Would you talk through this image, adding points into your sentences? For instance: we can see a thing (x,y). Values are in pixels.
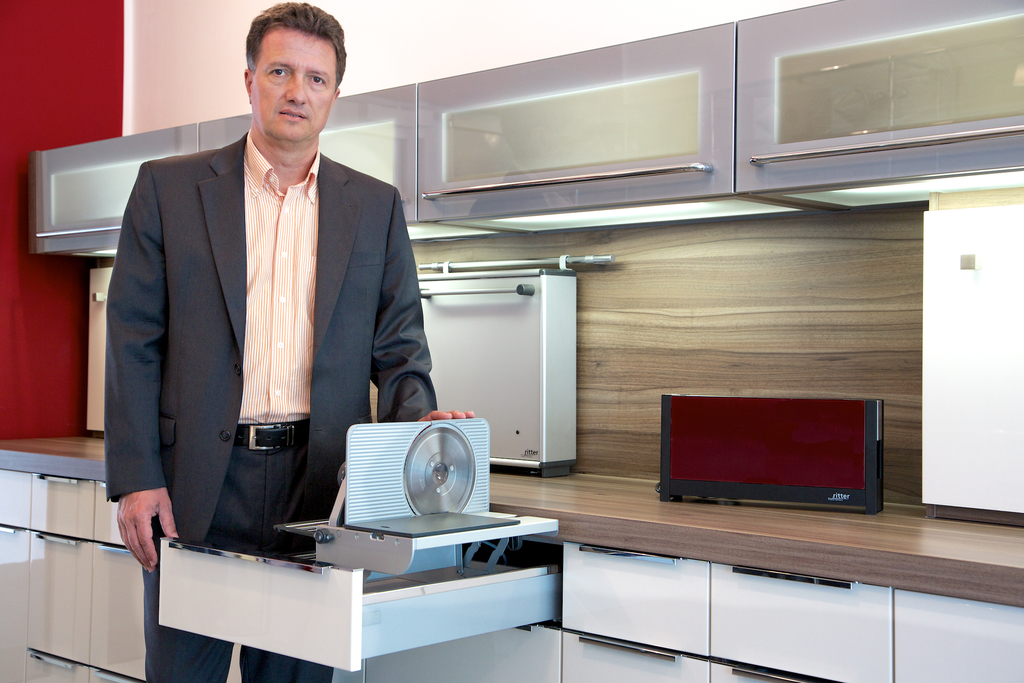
In this image a person (288,363) wearing a suit (210,292) is standing beside the cabinet (506,497) having few racks (622,599). A object (669,495) is on the cabinet (708,510). Few cupboards (212,135) are attached to the wall (539,39).
